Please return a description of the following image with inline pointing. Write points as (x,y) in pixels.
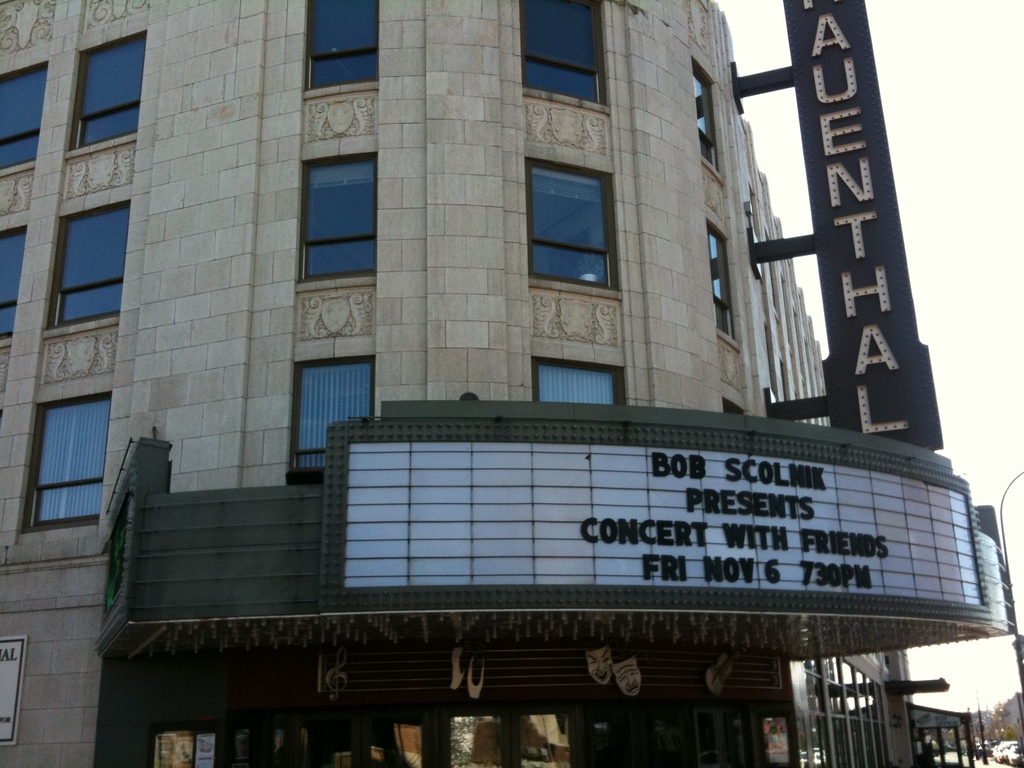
In this image we can see a building (457,392) with windows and the sign boards (543,538) with some text (792,557) on them. On the right side (1013,745) we can see vehicles (1020,757) on the ground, trees (1000,735), some poles (978,705) and the sky (967,312).
